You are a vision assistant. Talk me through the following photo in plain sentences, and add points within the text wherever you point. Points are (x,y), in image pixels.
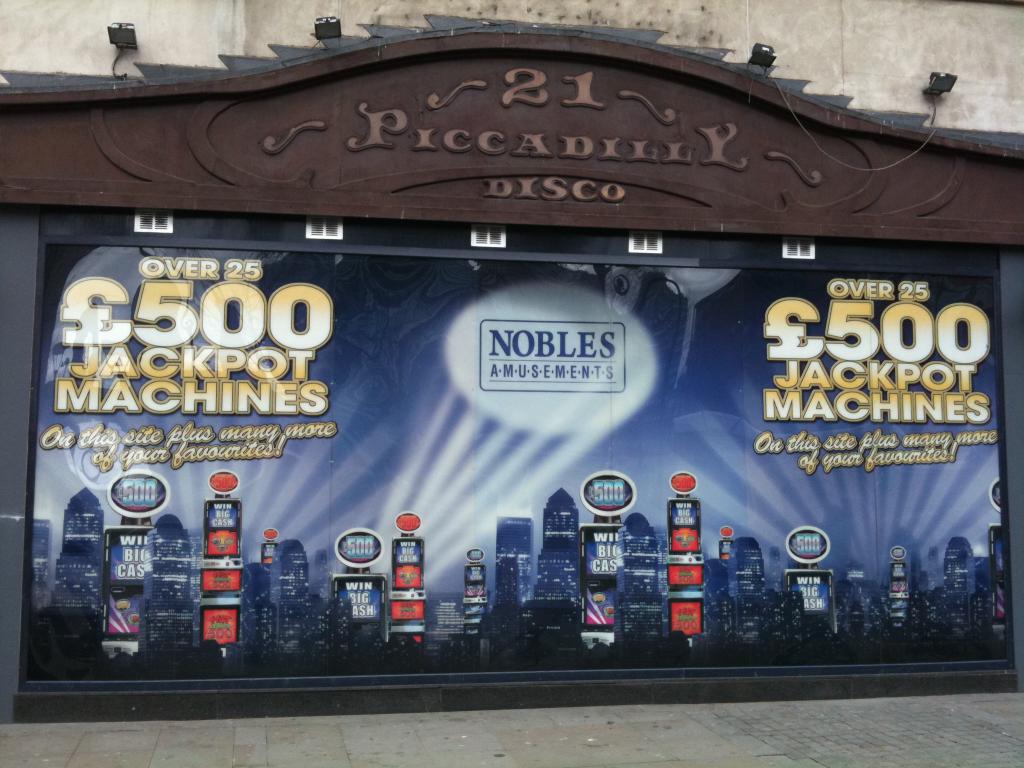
There is a poster (552,379) in the center of the image (565,446) and there is an entrance arch (415,193) at the top side (42,142), it seems like lamps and a wall (800,48) in the background area (781,58).
